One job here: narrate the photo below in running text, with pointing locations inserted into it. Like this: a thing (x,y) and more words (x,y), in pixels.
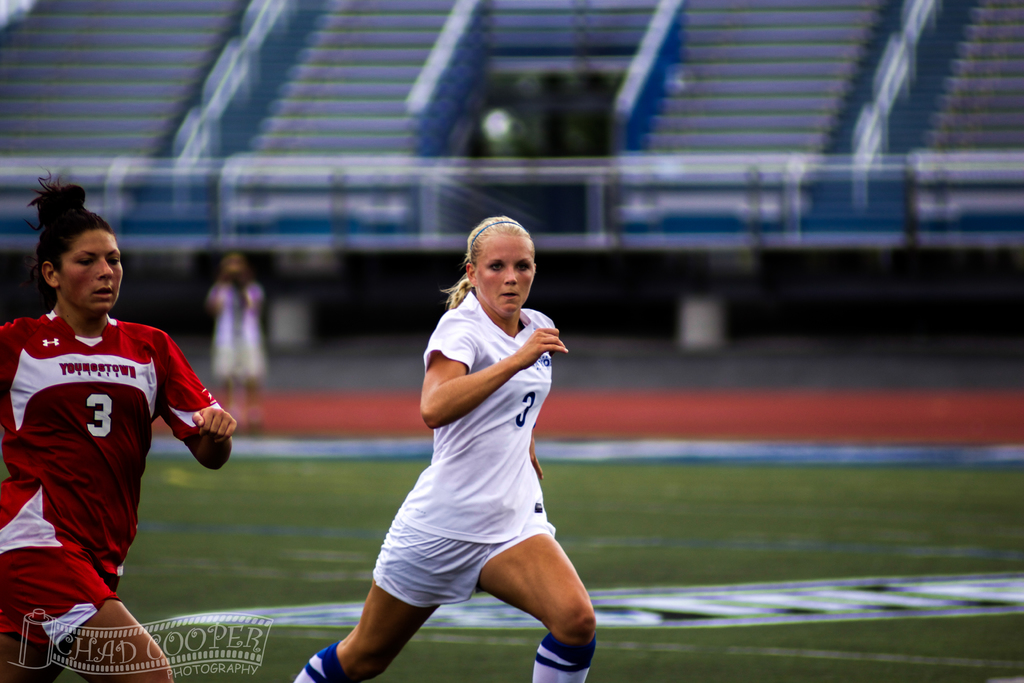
In the given image i can see a people (455,438) running in the ground (870,563) and in the background (343,117) i can see a seating arrangement (790,24) for the audience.
